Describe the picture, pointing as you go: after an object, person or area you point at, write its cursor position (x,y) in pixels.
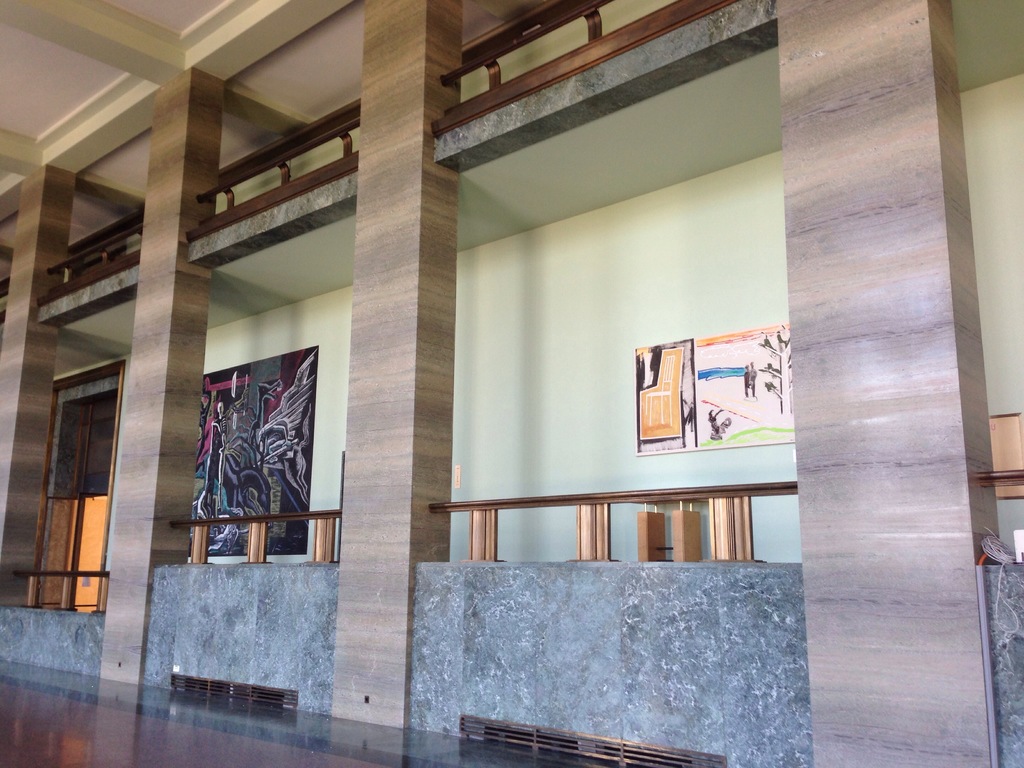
In this image we can see the inside view of the building (783,291) and there are boards (253,419) with painting (689,395) attached to the wall (712,291). And there's the door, railing (572,497), ceiling (58,40) and pillars (900,70).
